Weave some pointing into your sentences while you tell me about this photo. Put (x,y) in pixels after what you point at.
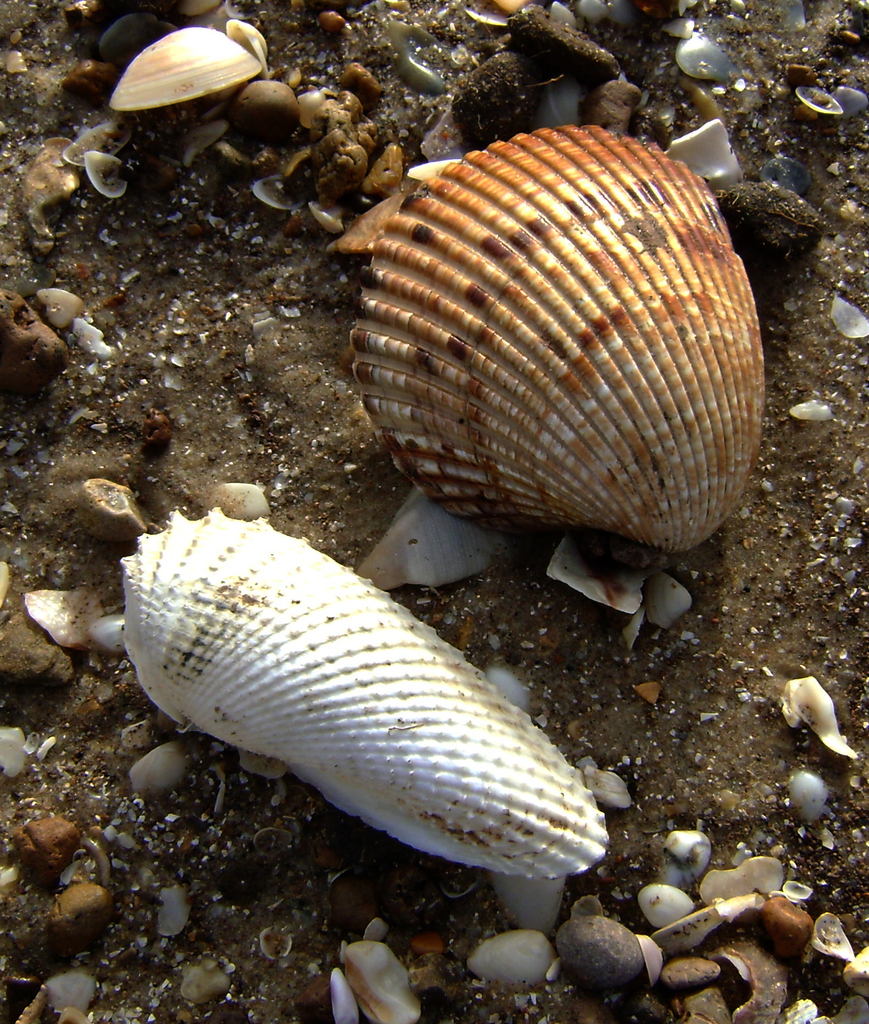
In the image we can see there are many seashells (315,601) of different colors and sizes, there is even sand (232,367).
